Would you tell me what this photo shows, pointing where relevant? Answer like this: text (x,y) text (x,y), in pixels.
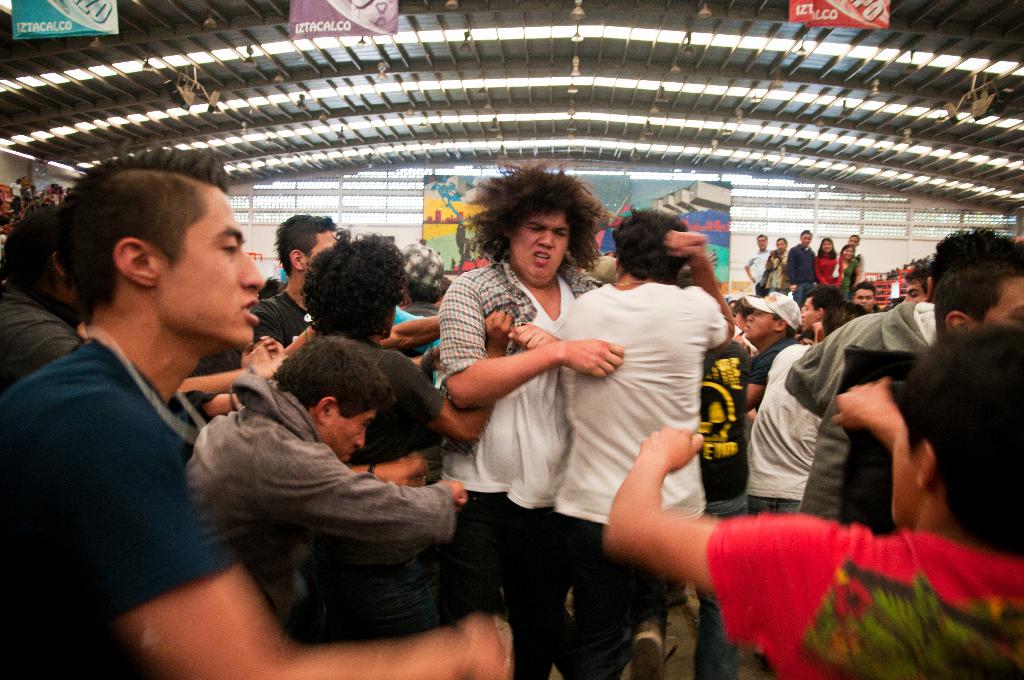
In this image we can see many people (629,486). There are few banners (803,18) at the top of the image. There is a board (705,211) in the image. There are many lights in the image.
